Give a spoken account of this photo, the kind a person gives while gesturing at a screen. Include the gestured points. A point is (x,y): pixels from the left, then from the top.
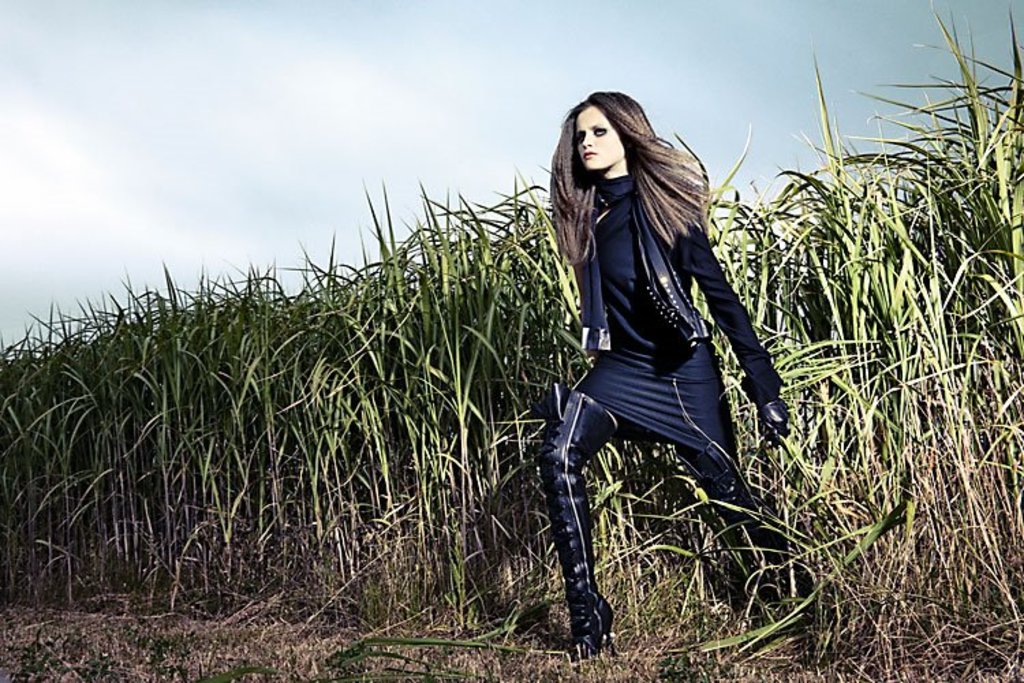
In this image I can see a woman (611,317) wearing black color dress (649,329) is standing on the ground (616,625). I can see some grass (353,629) and few plants (399,411). In the background (299,159) I can see the sky (306,146).
